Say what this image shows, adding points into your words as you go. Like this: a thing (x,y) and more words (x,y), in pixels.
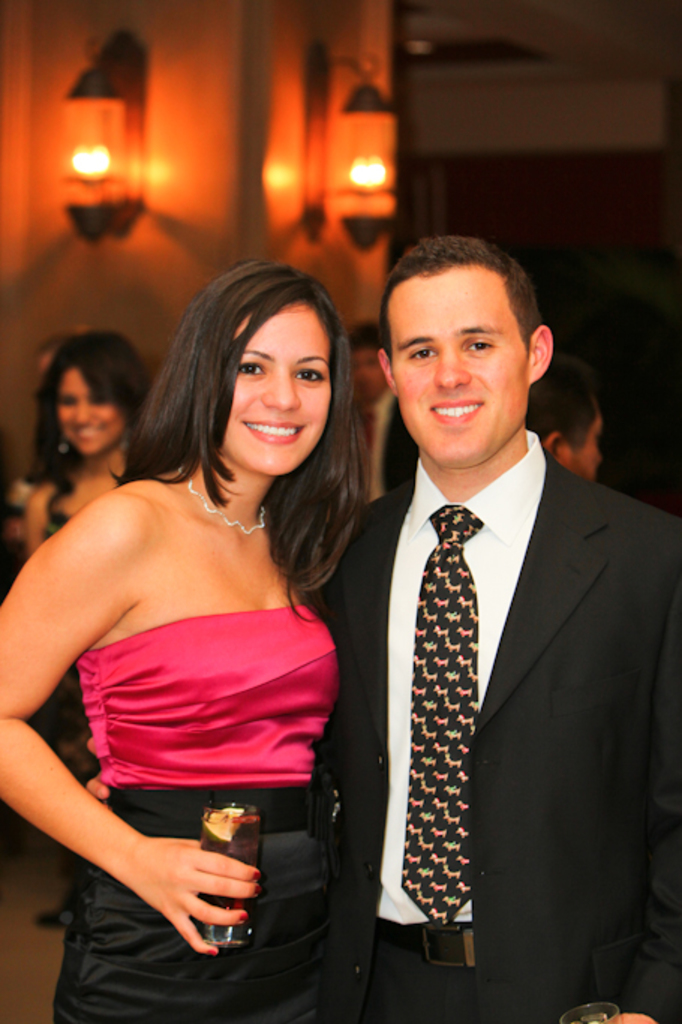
In this image there are two persons (213,957) standing and smiling, a person (283,885) holding a glass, and in the background (43,430) there are group of people (66,430), lights (85,95).
